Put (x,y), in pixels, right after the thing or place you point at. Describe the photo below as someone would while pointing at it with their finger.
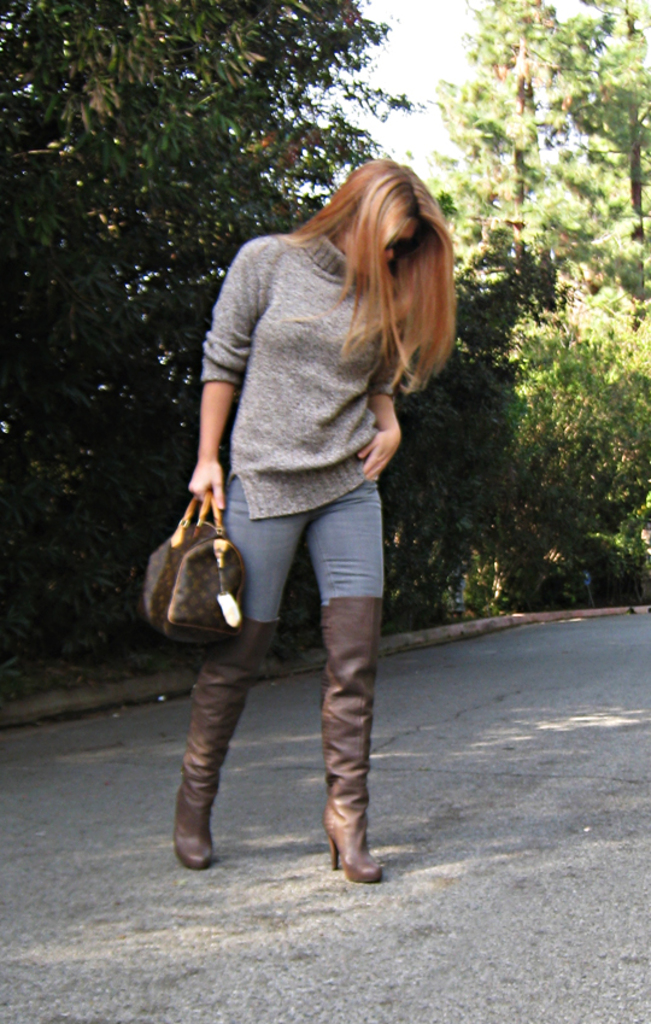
In this picture we can see a woman (264,341) standing on road (435,735) and aside to this road (439,649) we have trees (546,249) and this woman (300,390) is carrying a bag (206,596) and she wore shoes (204,753).
